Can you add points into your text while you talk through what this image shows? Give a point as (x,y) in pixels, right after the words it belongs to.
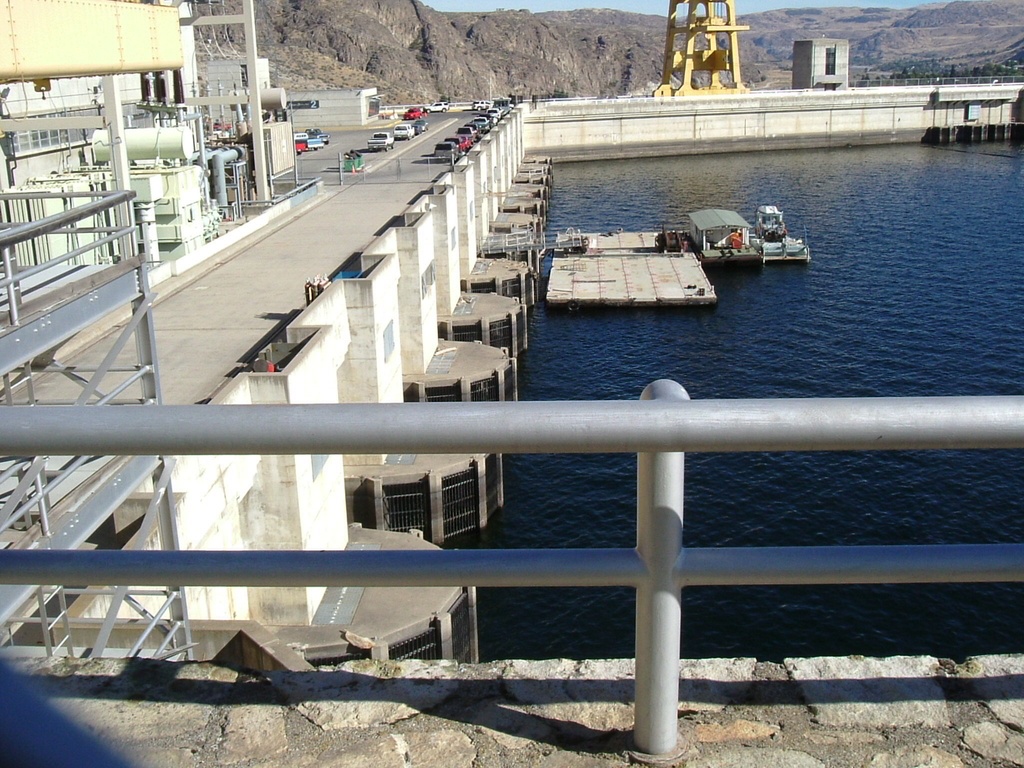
In this picture I can see the railing (662,540) at the bottom (307,521), on the left side (316,367) it looks like a bridge (350,283), there are few vehicles (314,133) on it and also I can see few machines (227,189). On the right side (768,335) there is water (740,341), in the background (598,59) there are hills (550,62).
